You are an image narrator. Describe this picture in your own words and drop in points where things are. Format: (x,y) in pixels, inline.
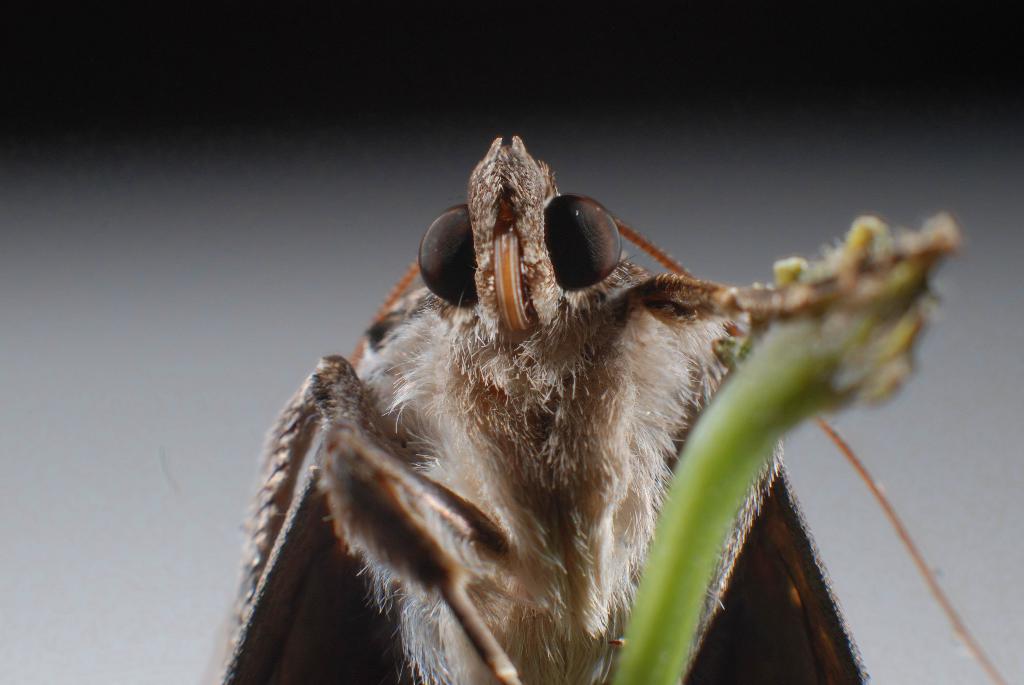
In this image we can see an insect (516,438).
